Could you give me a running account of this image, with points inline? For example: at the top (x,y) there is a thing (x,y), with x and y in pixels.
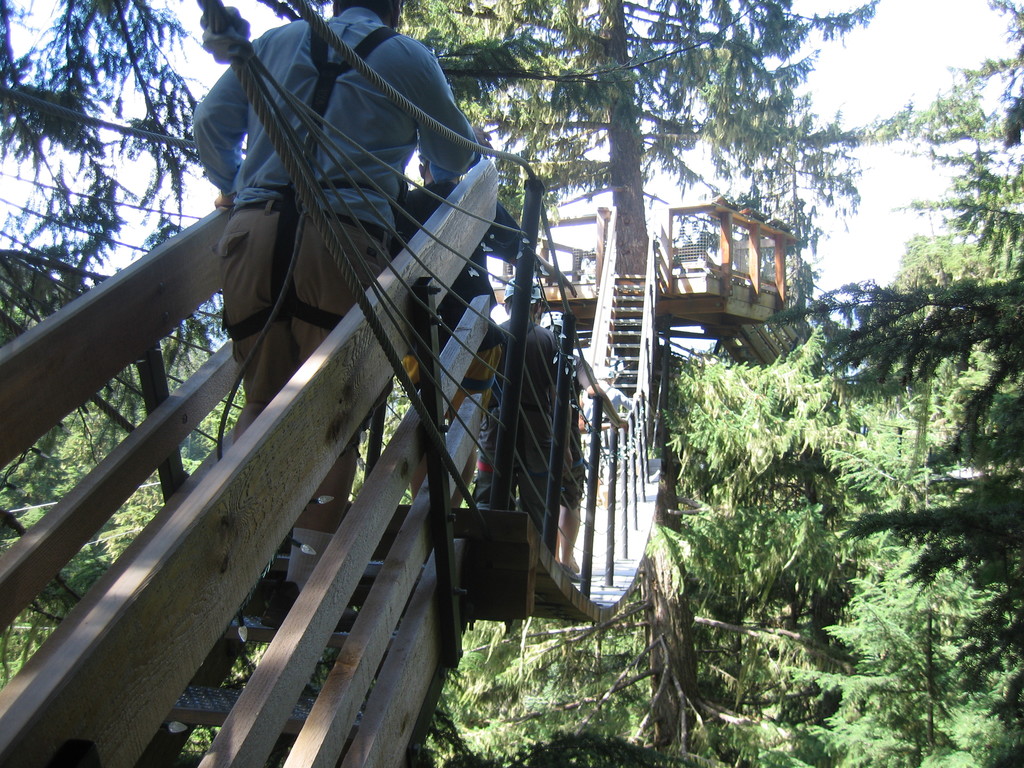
On the left side of the image (327,325), we can see a person (340,496) on the stairs (244,696). In the middle of the image (483,433), we can see people (528,452) on the bridge (606,572). In the background (982,710), there are so many trees (985,593), ropes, stairs (626,320), wooden objects (580,314), mesh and the sky (817,264).
